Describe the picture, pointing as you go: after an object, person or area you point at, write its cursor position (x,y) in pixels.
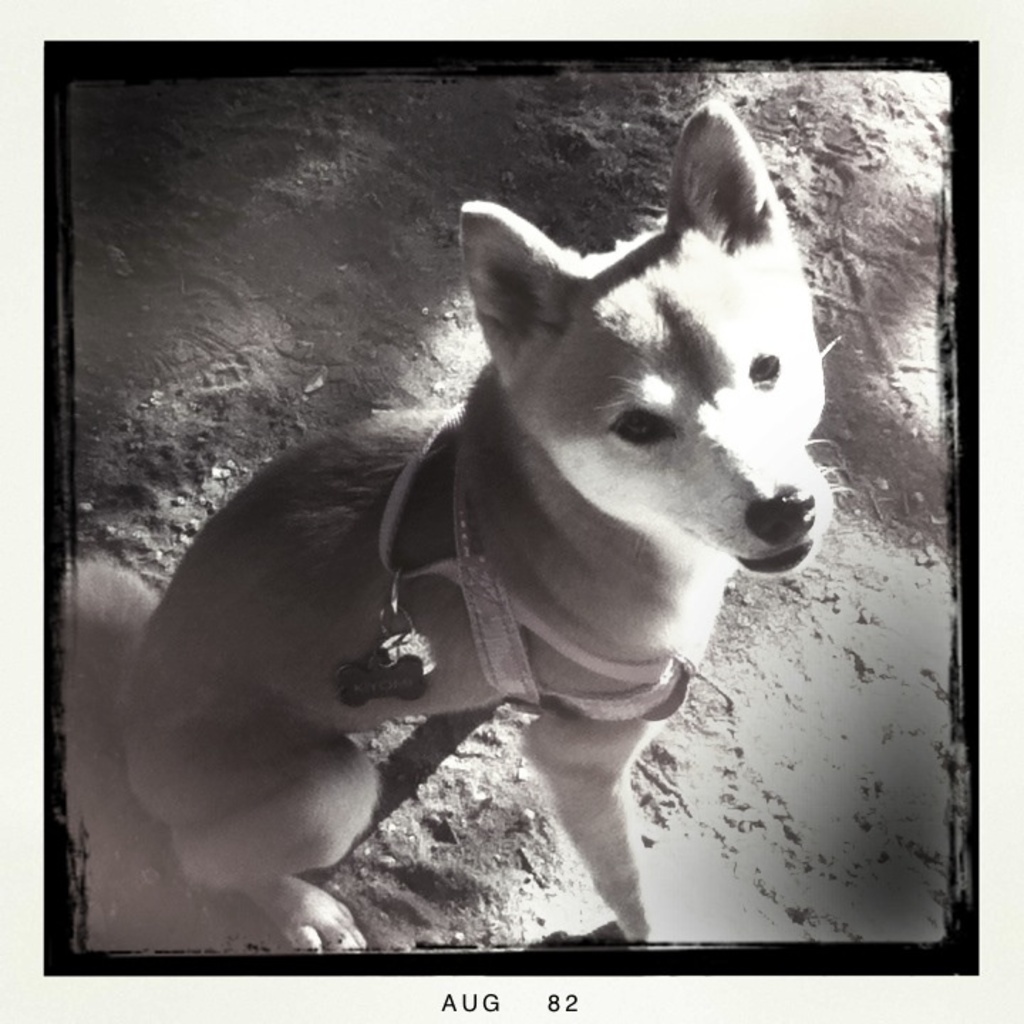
This is a black and white picture. Here we can see a dog (539,440) on the ground (720,840).
